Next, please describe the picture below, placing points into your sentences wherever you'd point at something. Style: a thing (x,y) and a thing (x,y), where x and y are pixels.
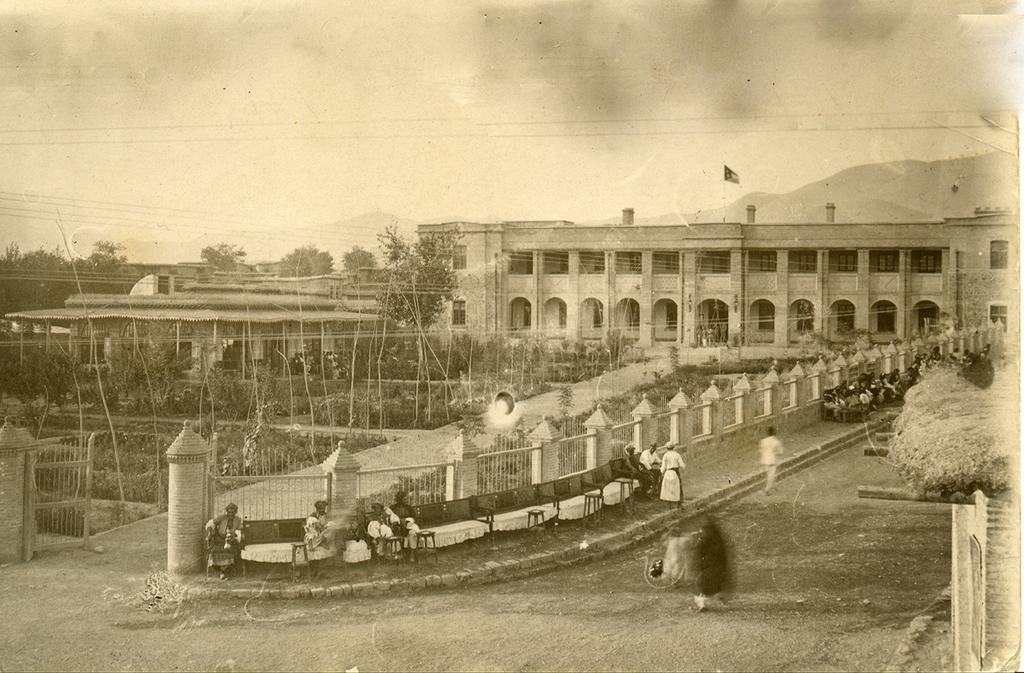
As we can see in the image, in the front (556,476) there are few benches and some people (376,504) were sitting on the benches (460,527) and there is a road (788,550). A man (771,446) is walking on road (785,533) and there are few plants (272,382) and tree (419,335) and behind the tree (393,314) there are buildings (529,289). On the top (530,173) there is a sky (464,113).
